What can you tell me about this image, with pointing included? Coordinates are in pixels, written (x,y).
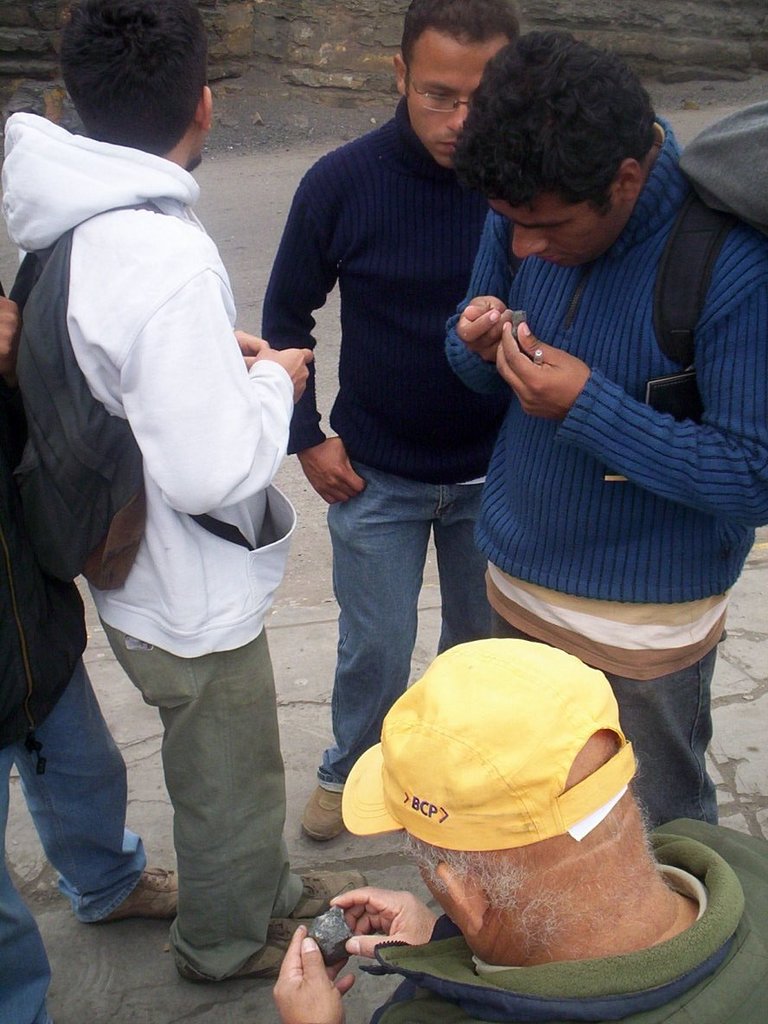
In the picture I can see a group of persons (452,379) standing where two among them (415,912) are holding an object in their hands (370,893).
